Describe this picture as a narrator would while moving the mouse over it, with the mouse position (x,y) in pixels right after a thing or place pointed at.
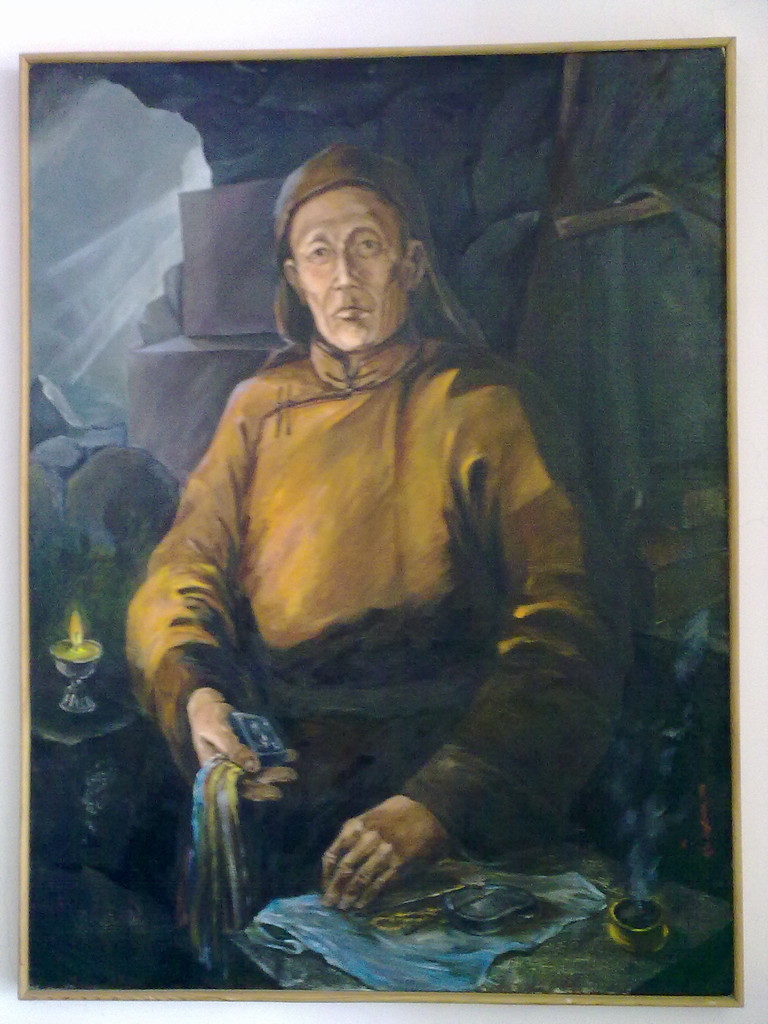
In this image we can see a painting (344,360). In the painting (620,727) there are person (341,468) holding a cloth (206,777) in the hands (270,791), lamps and rocks (112,620) in the background (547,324).
